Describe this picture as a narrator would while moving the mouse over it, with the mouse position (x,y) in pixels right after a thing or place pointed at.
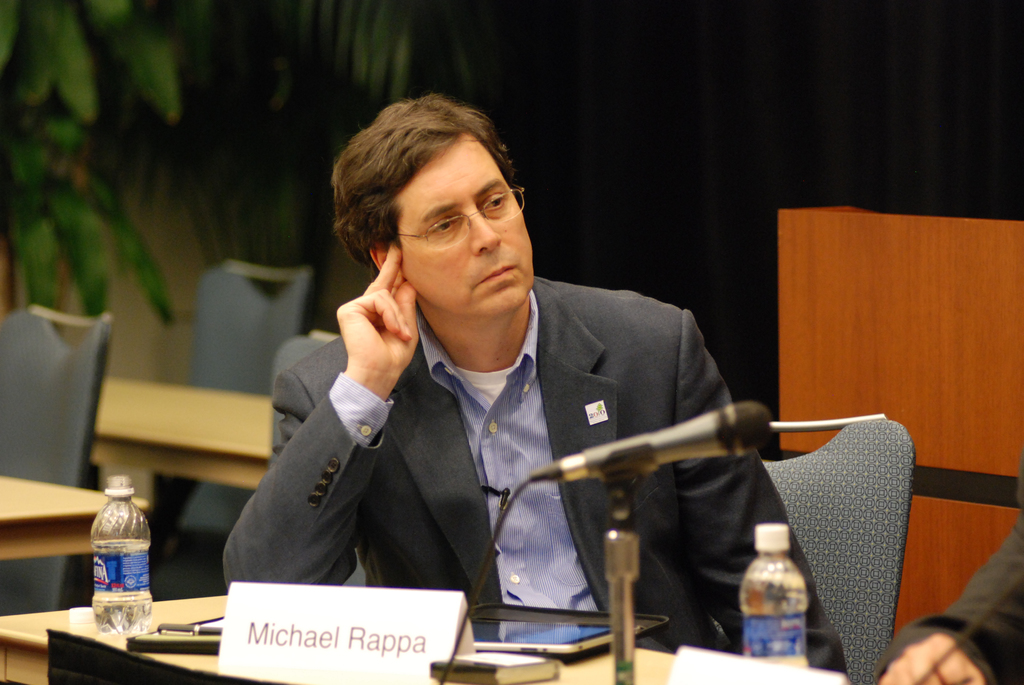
As we can see in the image there is a tree (140,86), a man (464,315) sitting on chair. In front of him there is a table (145,634). On table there is a water bottle (789,563), mic (676,442), poster (441,645) and a pen (192,625).
